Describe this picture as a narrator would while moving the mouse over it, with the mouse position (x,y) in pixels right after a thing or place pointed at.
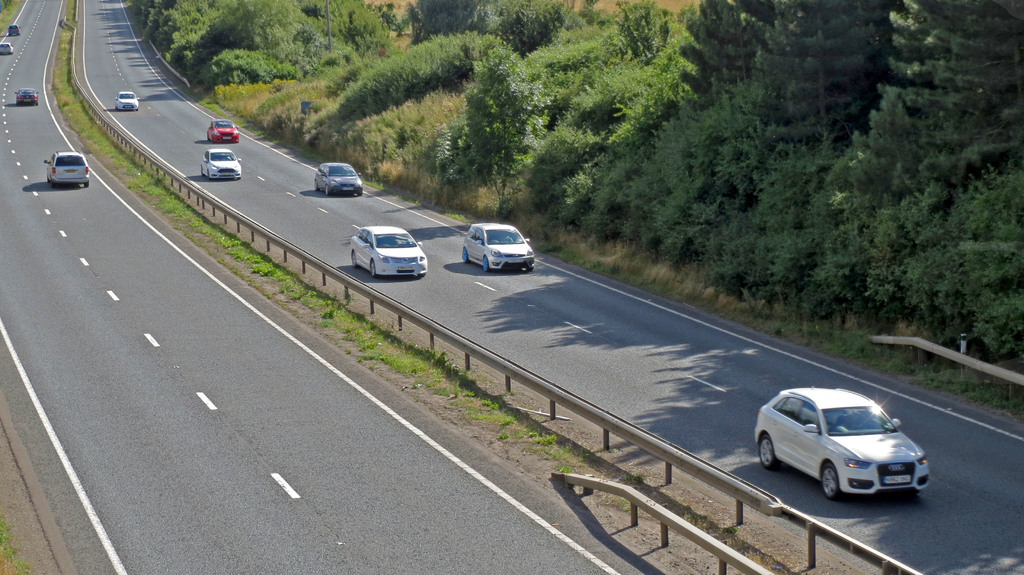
In the picture I can see some vehicles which are moving on road (1,216) and in the background of the picture (664,91) there are some trees (751,110).
